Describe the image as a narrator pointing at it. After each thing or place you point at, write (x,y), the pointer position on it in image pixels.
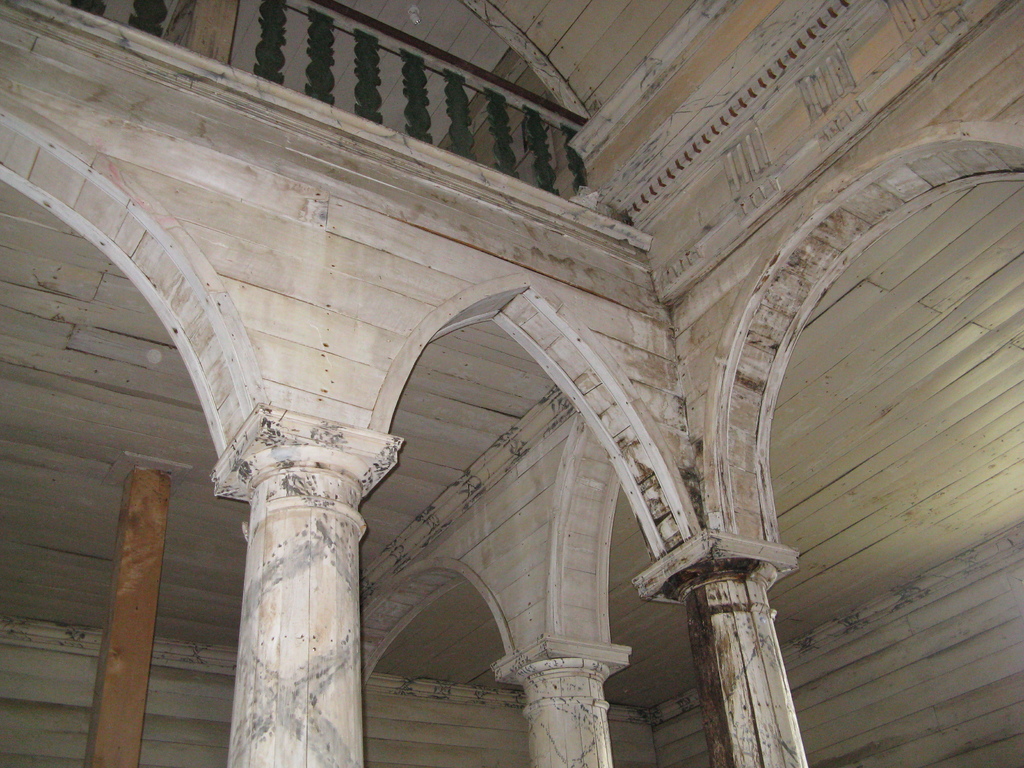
In this picture I can observe an inside view of a building (207,261). There are four pillars (317,689) in the middle of the picture (344,493). In the top of the picture (370,99) there is a railing (424,103).
